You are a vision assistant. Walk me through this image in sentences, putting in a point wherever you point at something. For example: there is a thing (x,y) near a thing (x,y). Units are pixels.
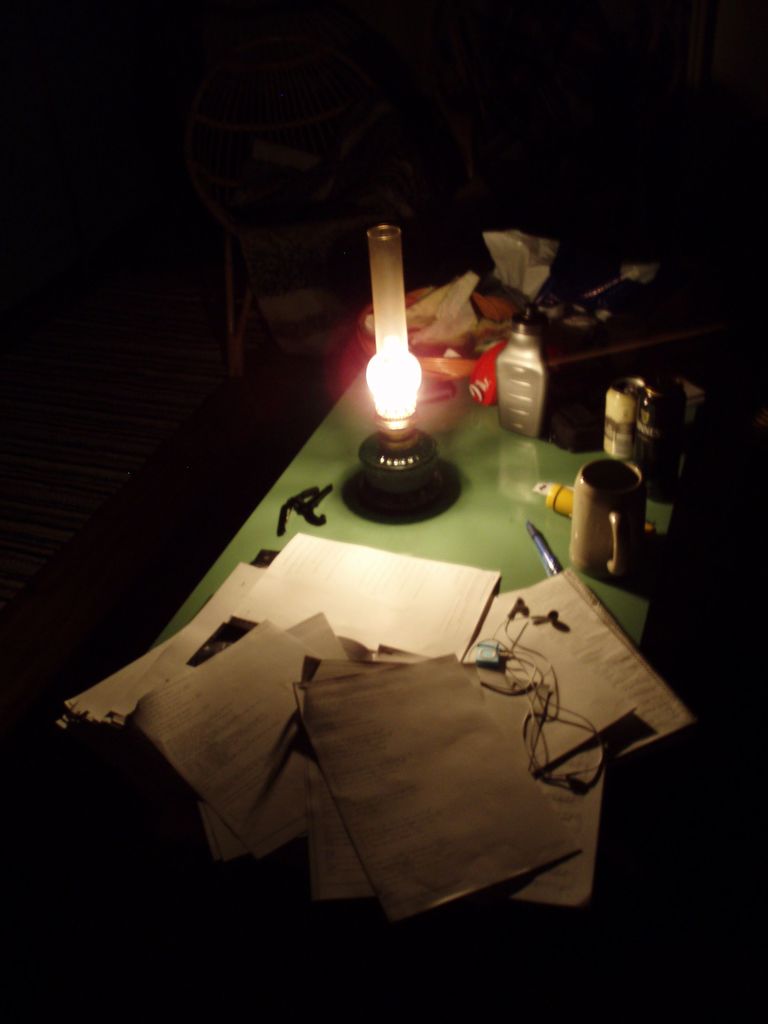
In this picture we can observe a green color table (383,540) on which there is a lamp (394,440), papers (324,641), earphones (534,730), mug (585,537), pen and some accessories (572,495) were placed. The background (556,138) is completely dark.
